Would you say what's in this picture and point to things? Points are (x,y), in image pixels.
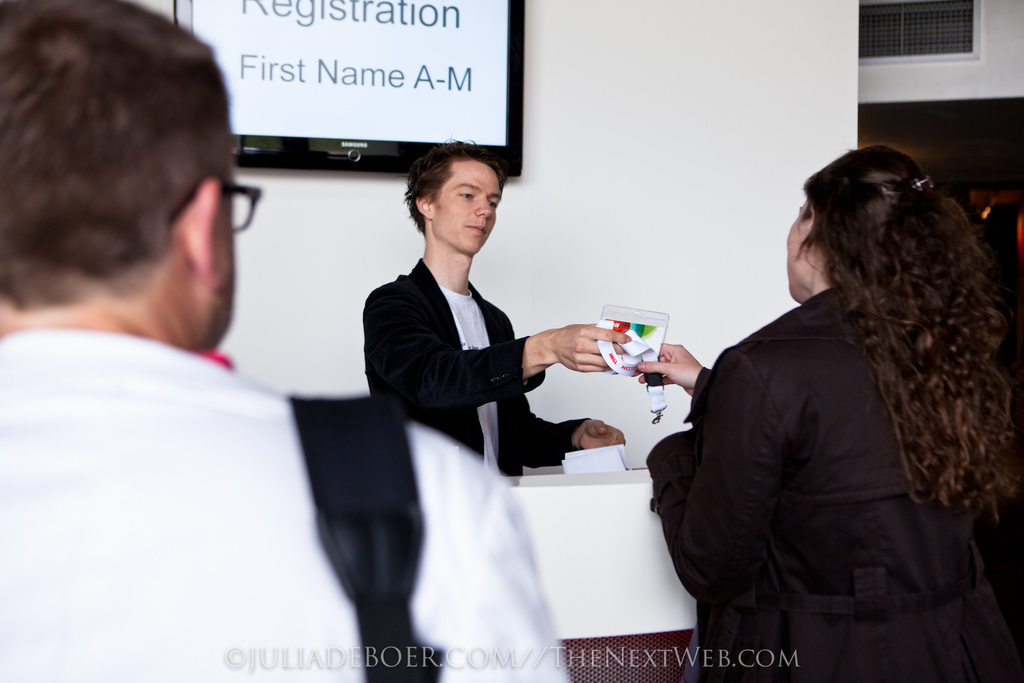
In this picture we can see three people (249,568) where two are holding an id card (659,312) with their hands (540,363), papers (591,461), spectacles (241,206) and a television (307,142) on the wall (682,97), mesh (957,21) and some objects (575,519).
